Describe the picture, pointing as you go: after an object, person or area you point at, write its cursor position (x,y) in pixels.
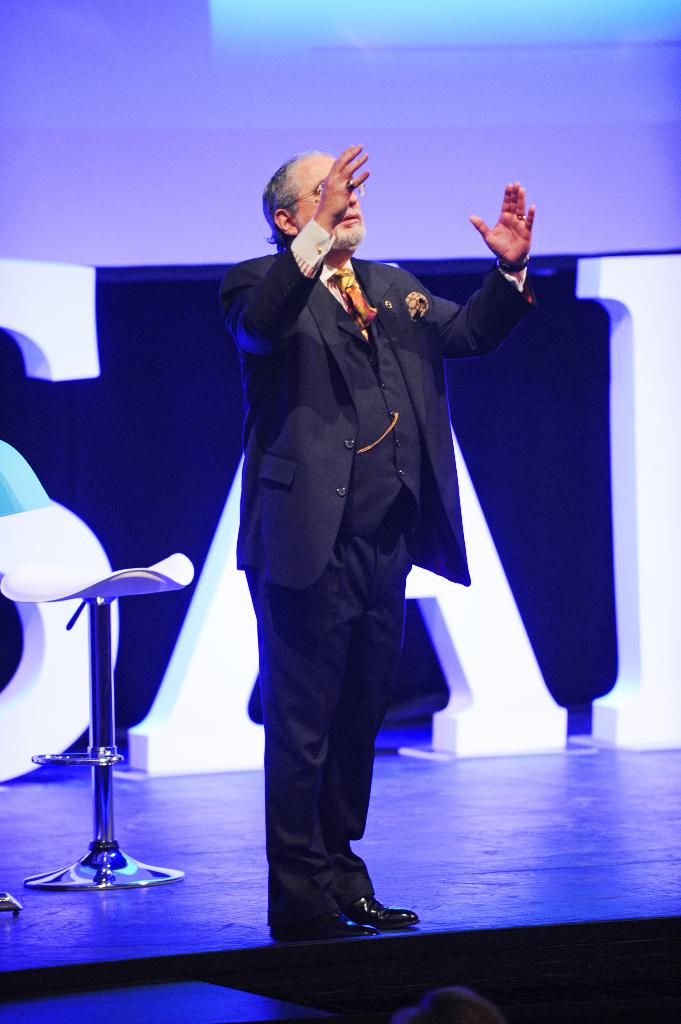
In this image person (400,427) is standing on the stage (468,826). Behind him there is a chair (108,700).
